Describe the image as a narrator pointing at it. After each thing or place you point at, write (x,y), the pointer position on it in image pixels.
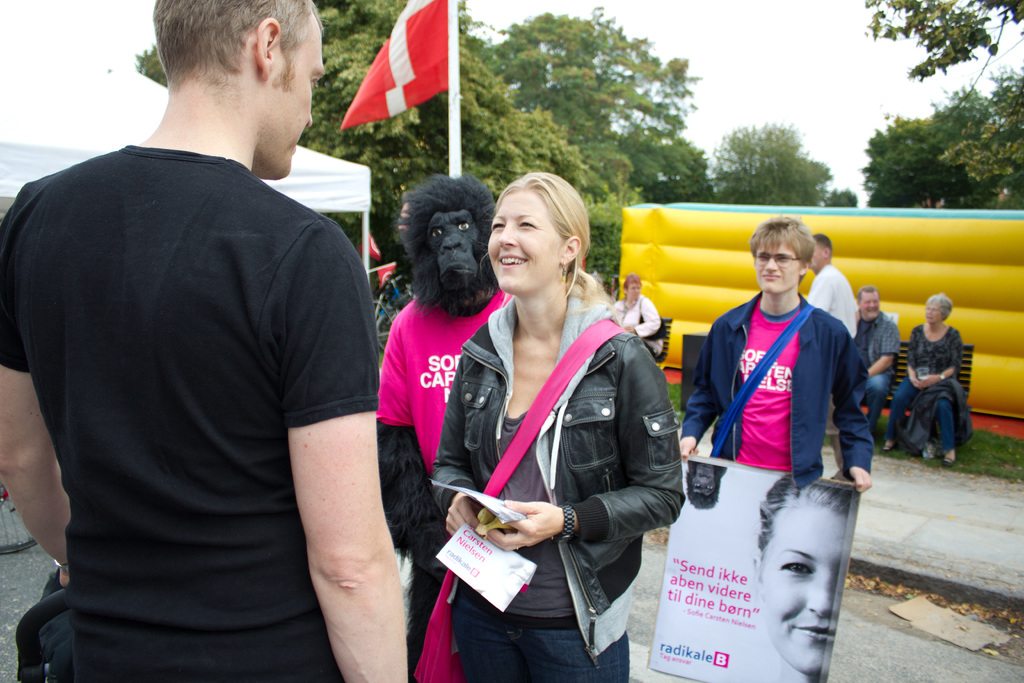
There is a man (64,190) holding something on the left side (87,565). In front of him there is a lady (537,374) wearing a bag (437,619) and holding some papers (461,537) in the hand (457,523). Behind her another person (449,309) wearing a mask (447,287) of a gorilla (457,300) and standing. Also another person (782,379) is holding a banner (770,488). In the background (596,104) there are benches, yellow color thing (809,220), trees (641,108) and sky (836,58). On the bench (899,359) some people (868,351) are sitting. On the left side (68,139) there is a tent (72,109).
